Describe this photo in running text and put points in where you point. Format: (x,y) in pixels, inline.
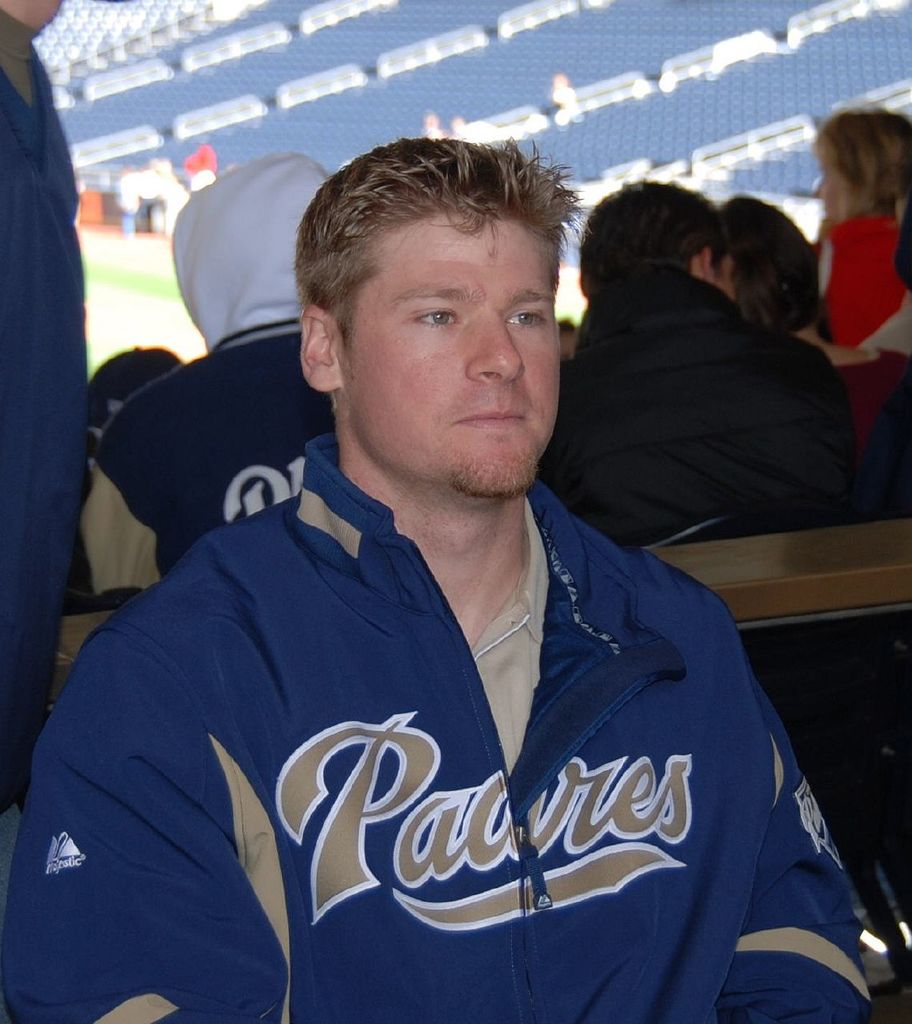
In the center of the image (436,490) we can see a man (396,560). In the background (268,233) we can see the people (749,361) sitting on the chairs (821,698). On the left (29,375) we can see a person (50,450) standing. We can also see the stands (521,14).
